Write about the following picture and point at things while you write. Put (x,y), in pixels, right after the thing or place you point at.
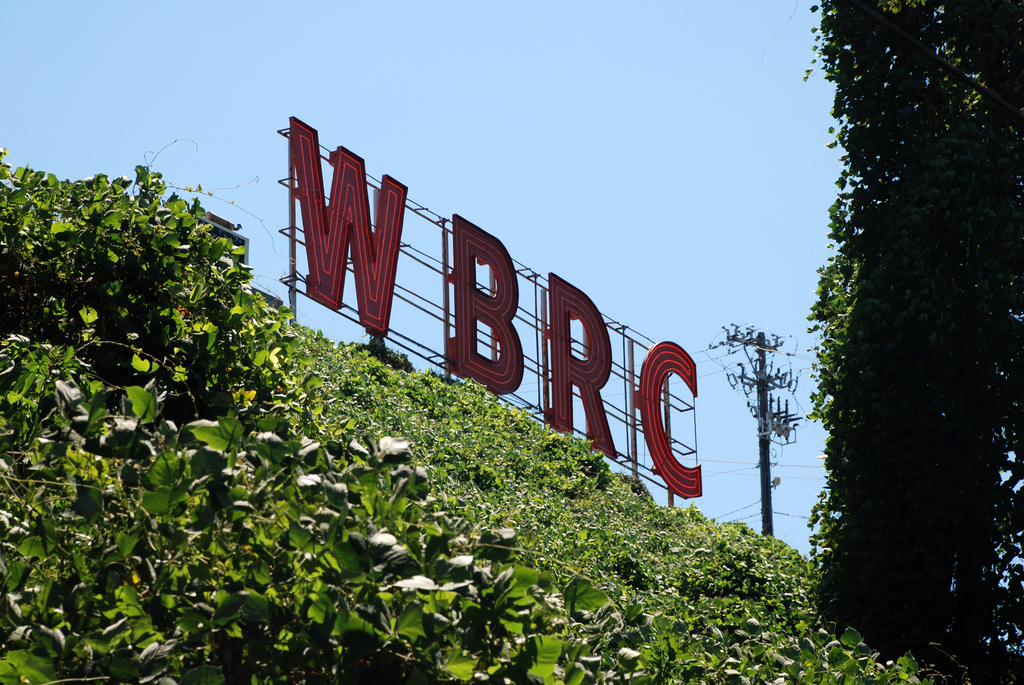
In the middle of this image (660,437), there is a hoarding (357,172). Beside this hoarding (564,395), there are plants (281,438) having green color leaves (500,542). On the right side (809,520), there are trees (970,607) and there is a pole (761,410) which is having electric lines (804,359). In the background (722,88), there is blue sky (99,46).
